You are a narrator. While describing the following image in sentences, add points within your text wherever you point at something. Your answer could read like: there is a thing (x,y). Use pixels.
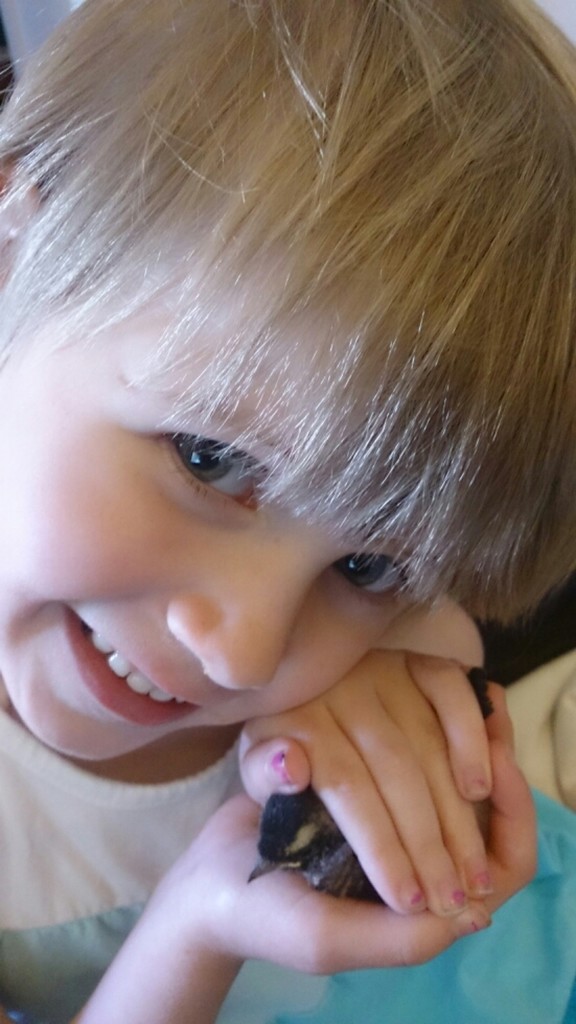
There is a child (188,310) smiling and holding an object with both hands (437,886). In the background (515,709), there is an object (538,688).
